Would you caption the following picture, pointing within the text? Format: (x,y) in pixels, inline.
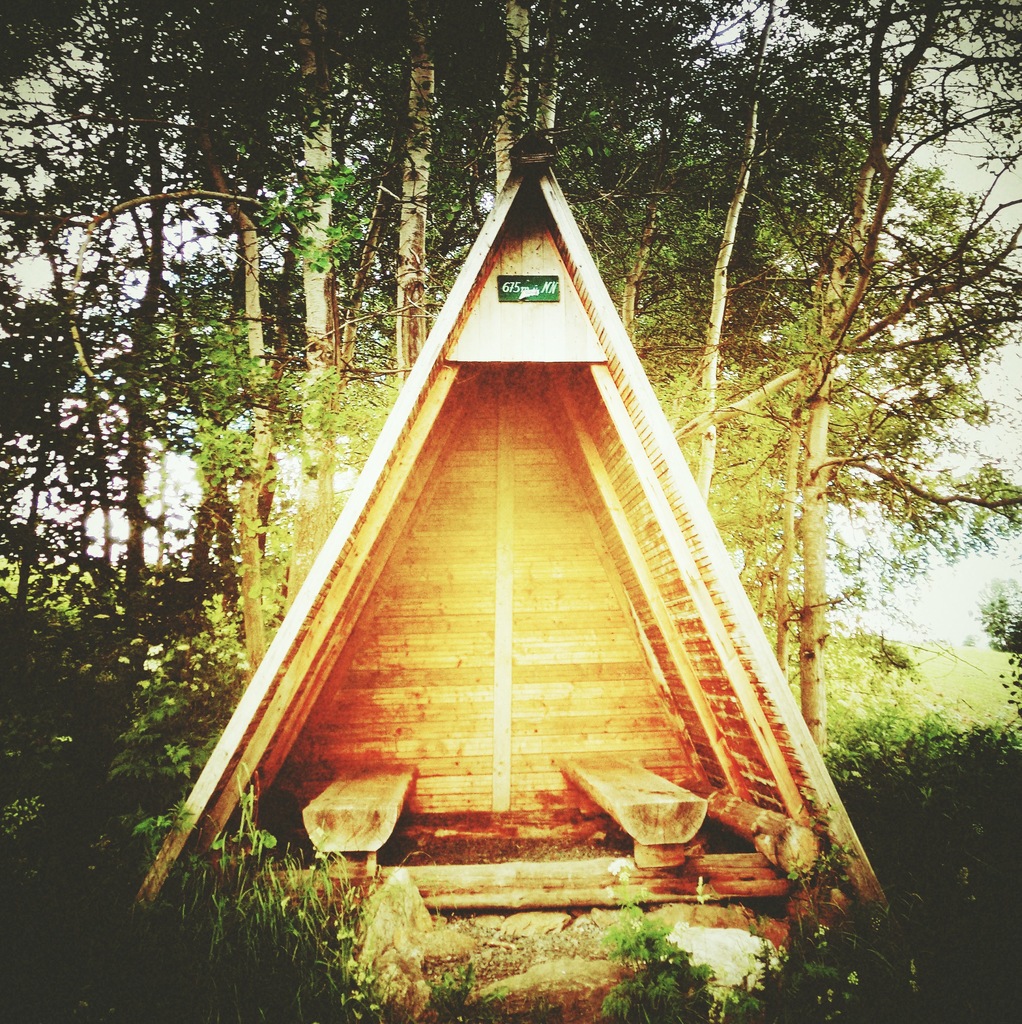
In this picture I can see a wooden cabin (536,815), there are plants (934,872), and in the background (737,187) there are trees (615,112).
